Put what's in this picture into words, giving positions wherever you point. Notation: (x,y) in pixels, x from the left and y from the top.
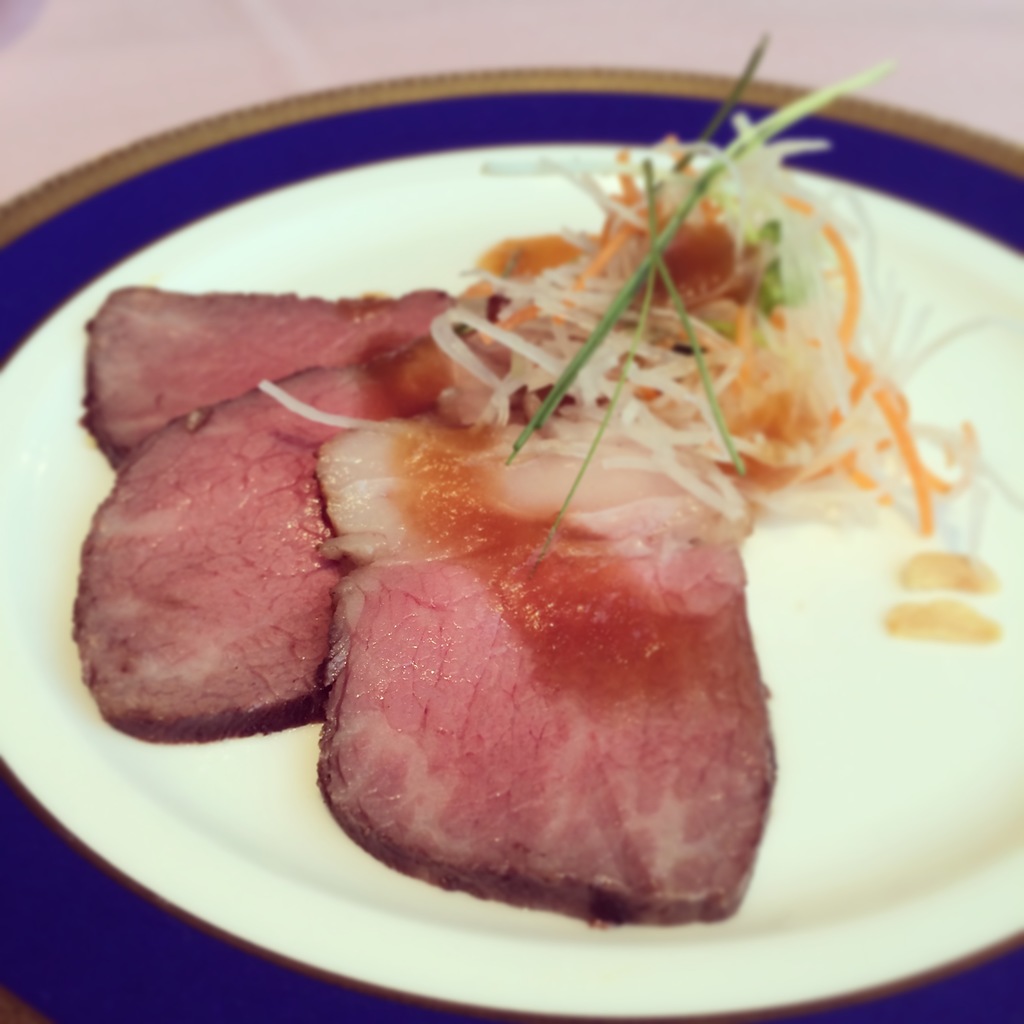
In this image we can see cooked meat (390,375) and food item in the plate (772,975).
